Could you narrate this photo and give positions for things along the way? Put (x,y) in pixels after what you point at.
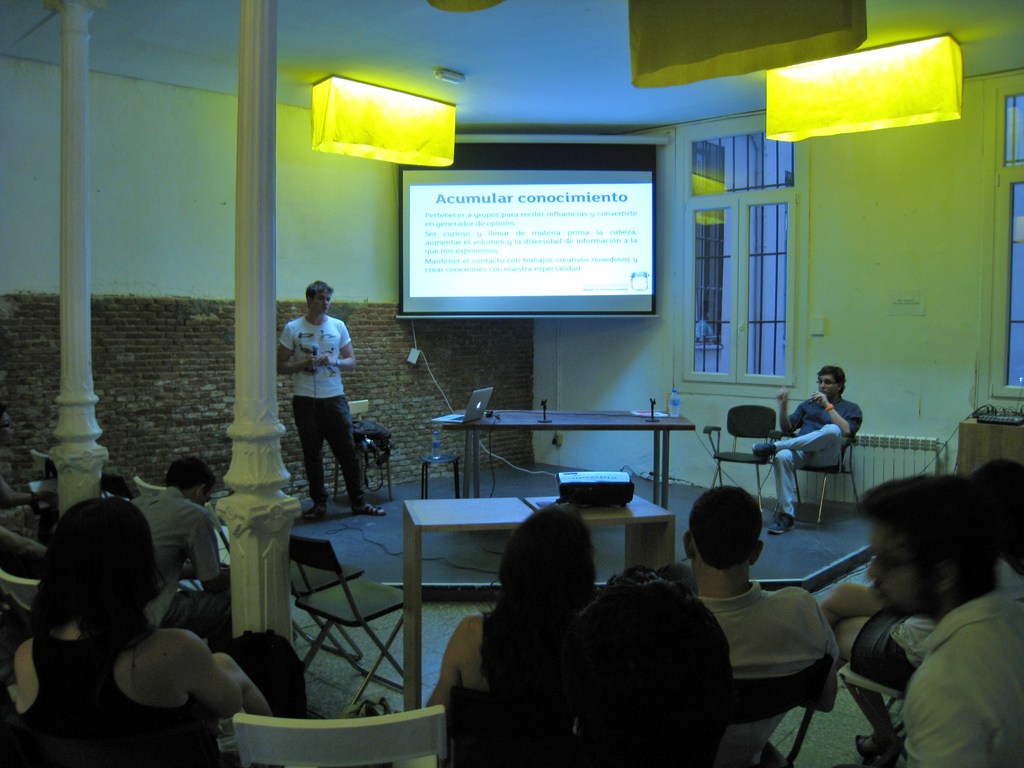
This image is clicked in a room (557,651). It looks like a meeting room (592,564). There are many persons (166,609) sitting in the chairs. In the front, we can see a projector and a table (509,422) on which a laptop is kept. To the left (260,282), there are pillars (245,223). At the top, there are lights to the roof (636,106).
